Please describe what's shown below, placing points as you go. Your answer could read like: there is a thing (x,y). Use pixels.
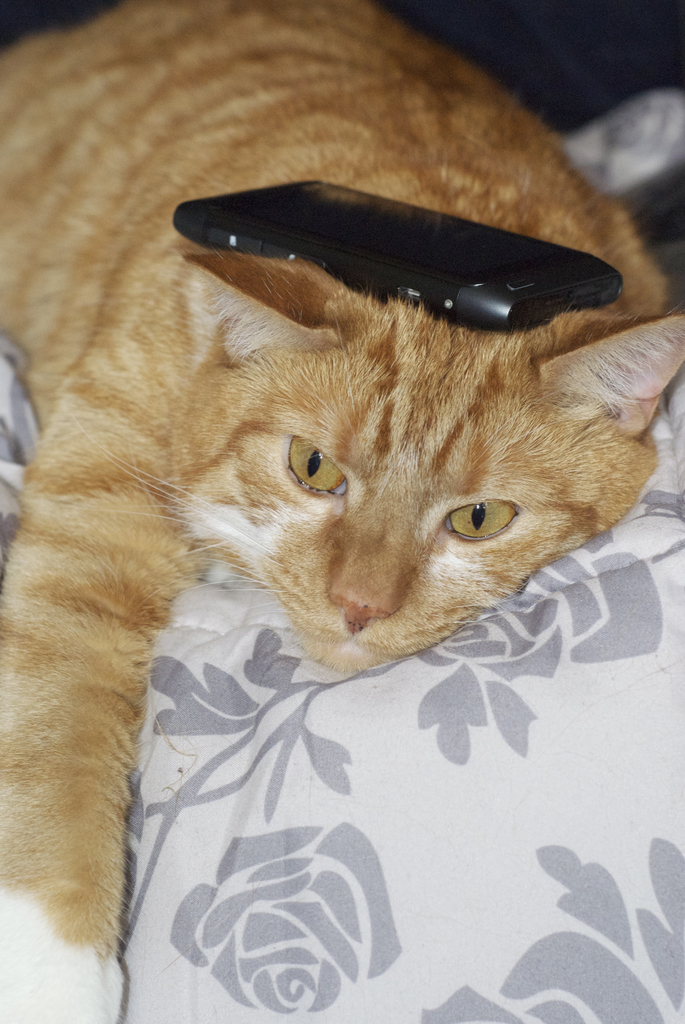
In this image we can see a mobile (462,274) placed on the cat (341,462) lying on the cloth (420,679).
